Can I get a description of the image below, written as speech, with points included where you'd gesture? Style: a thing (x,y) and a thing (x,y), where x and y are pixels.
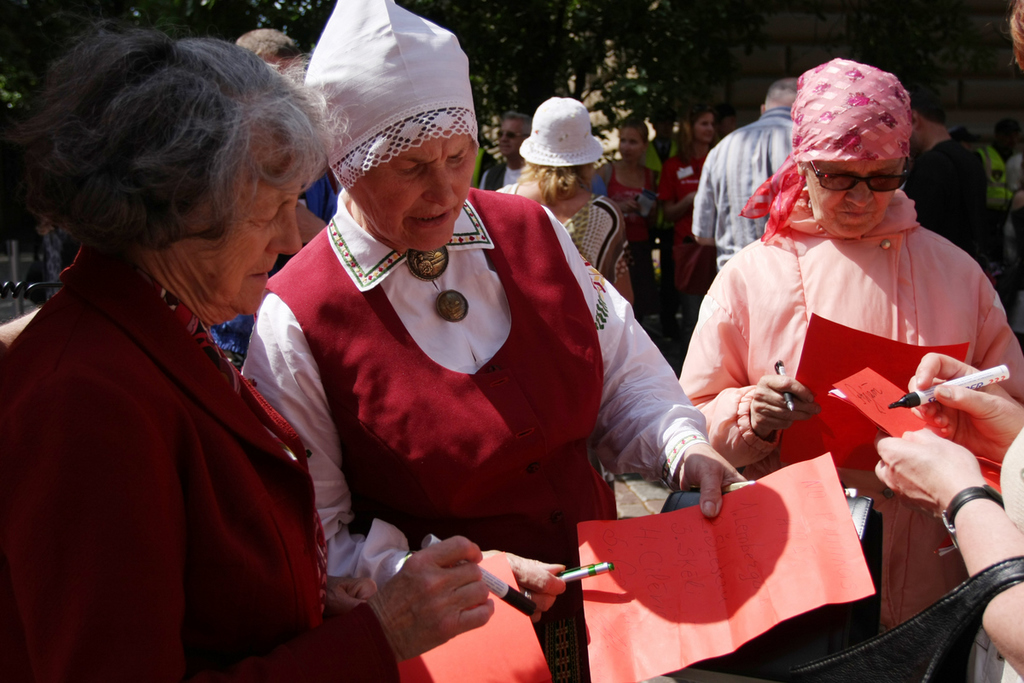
In this picture we can see some people (431,273) standing here, the people (472,372) in the front (583,576) are holding papers (786,467) and pens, in the background (495,13) there are some trees (629,32).
